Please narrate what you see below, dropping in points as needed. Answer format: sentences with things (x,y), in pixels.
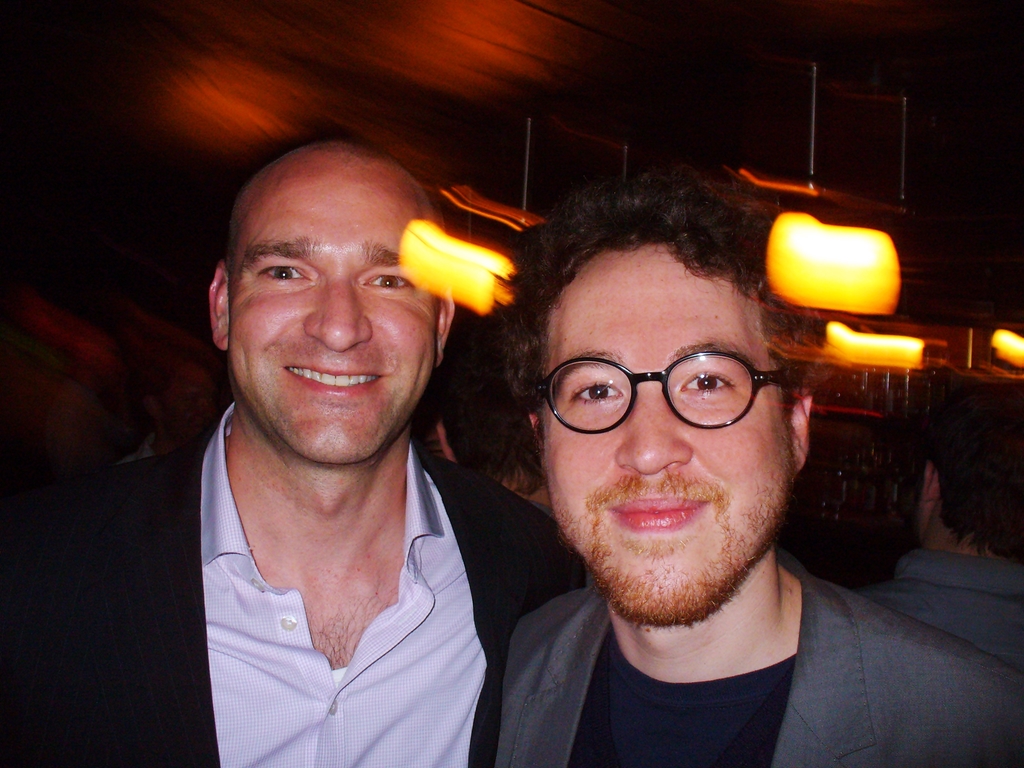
In this picture we can see two men (540,620) are smiling in the front (625,598), a man (685,670) on the right side (714,417) wore spectacles (693,422), in the background (491,256) there are some lights (886,263), we can see a blurry background (900,266).
